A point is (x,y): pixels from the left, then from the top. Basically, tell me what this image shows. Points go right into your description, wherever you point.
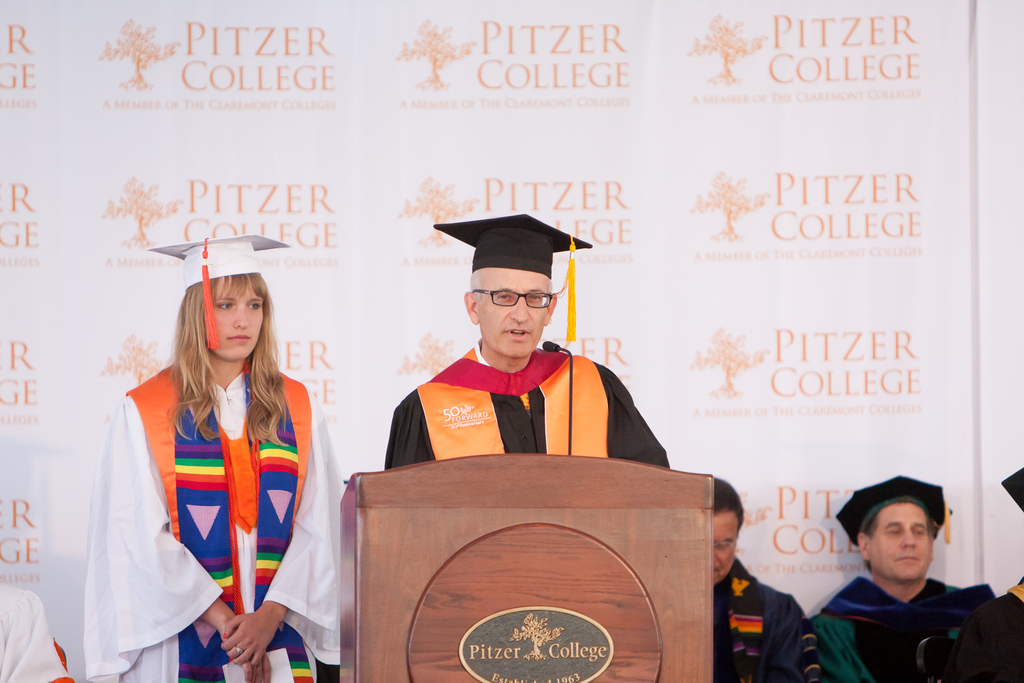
In this picture I can see couple of them (297,489) standing and I can see a podium (474,521) with some text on it and I can see few are sitting and looks like a banner (685,150) in the back (705,157) with some text (16,265).
